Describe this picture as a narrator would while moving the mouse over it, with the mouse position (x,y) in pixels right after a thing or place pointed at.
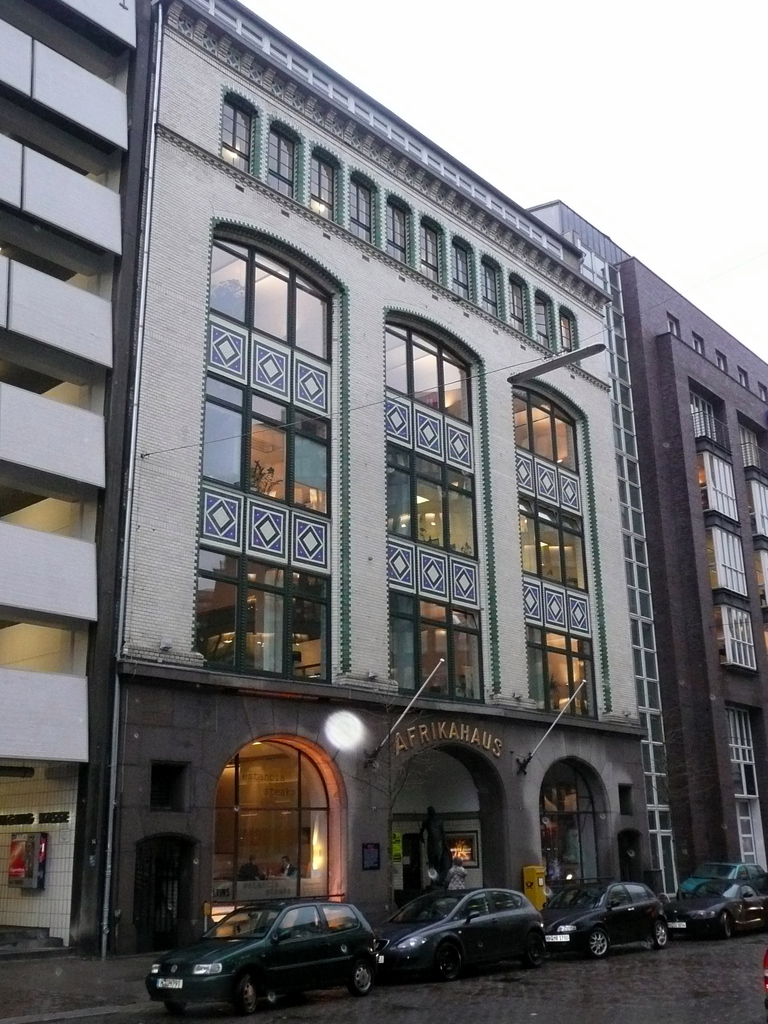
There are cars (470,917) on the road (697,947). Here we can see buildings (592,577). In the background (686,271) there is sky (565,110).
